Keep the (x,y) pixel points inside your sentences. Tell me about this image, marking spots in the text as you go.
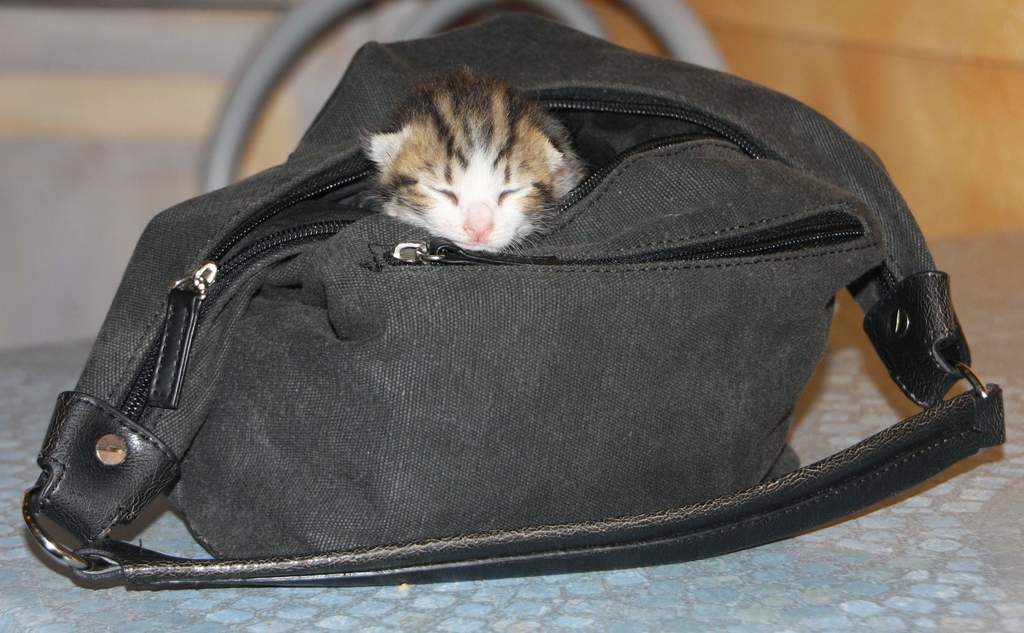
In this image there is a cat (489,216) in the bag (507,312) which is kept on the table (861,555). Behind the table (876,550) there is a chair (422,34). Background (21,106) there is a wall (992,54).
